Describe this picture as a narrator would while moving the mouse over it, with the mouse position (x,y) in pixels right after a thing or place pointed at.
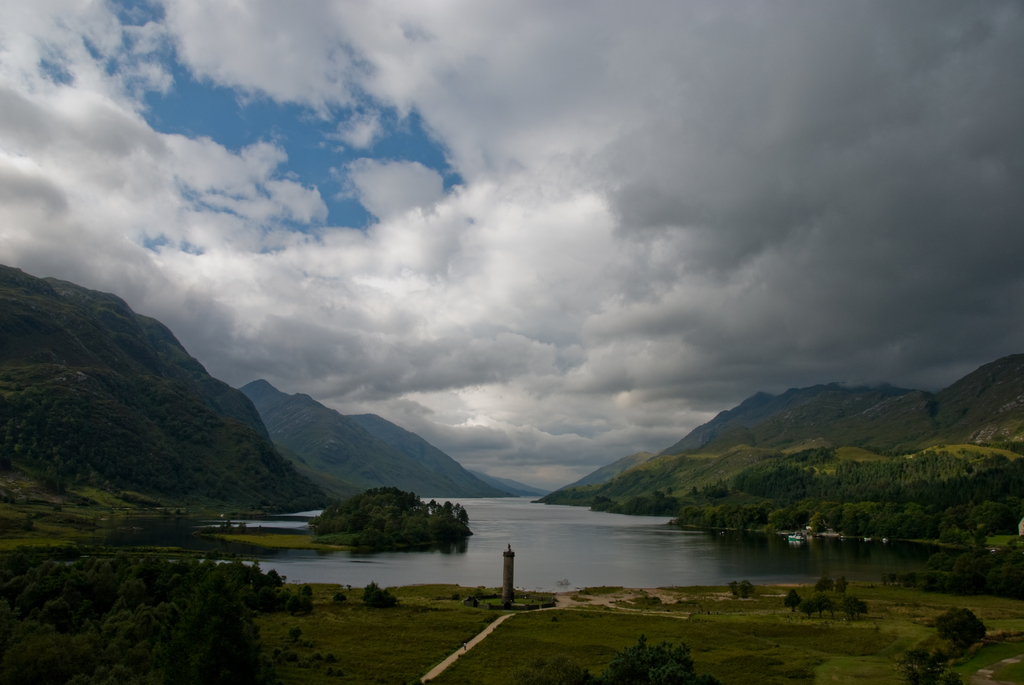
In the background (614,147) we can see the clouds (741,181) in the sky (725,234). In this picture we can see the hills (924,423), trees (248,645), grass (841,660), water (584,573) and objects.
